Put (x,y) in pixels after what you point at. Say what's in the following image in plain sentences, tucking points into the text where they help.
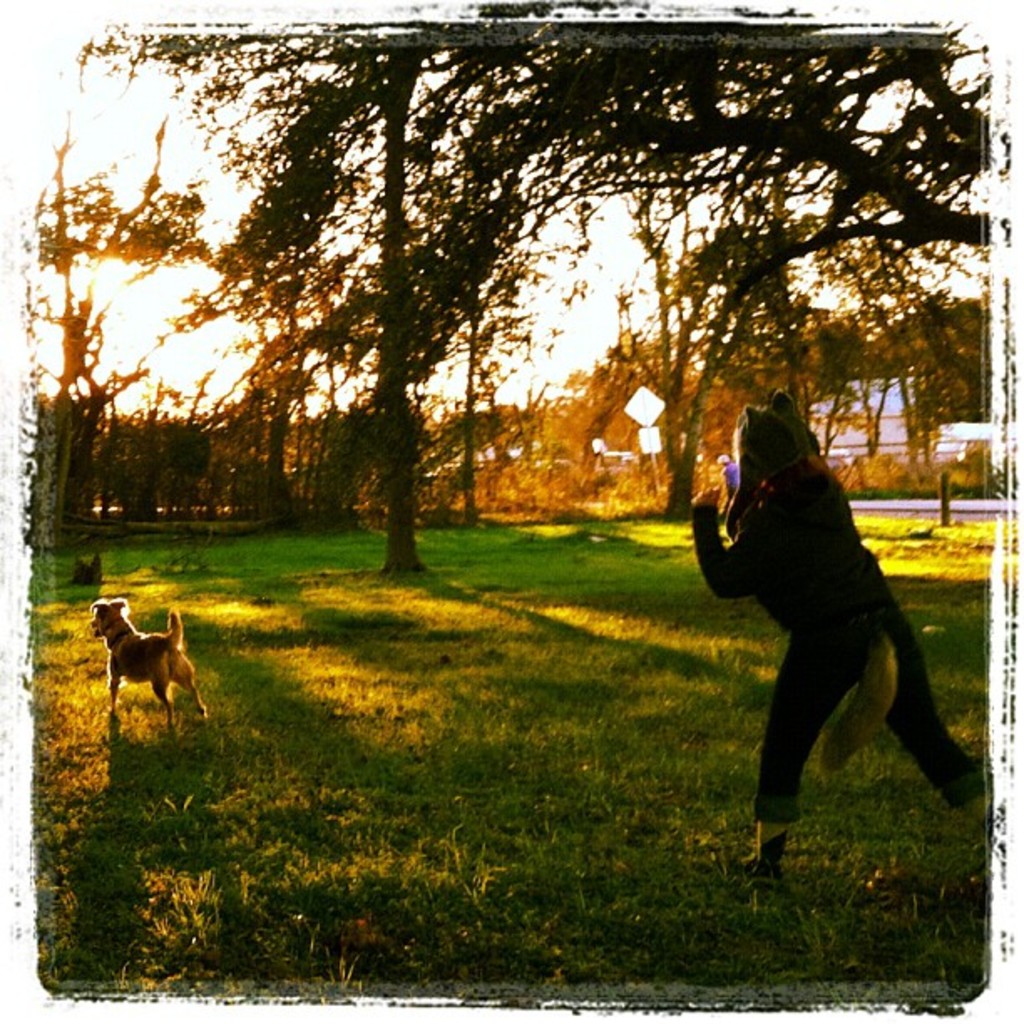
In this image there is the sky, there are trees (602,393), there is tree (551,124) truncated towards the top of the image (484,151), there is the grass (496,560), there is a pole (655,462), there are boards (646,440), there is a dog (142,682), there is a person (753,490) holding an object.
